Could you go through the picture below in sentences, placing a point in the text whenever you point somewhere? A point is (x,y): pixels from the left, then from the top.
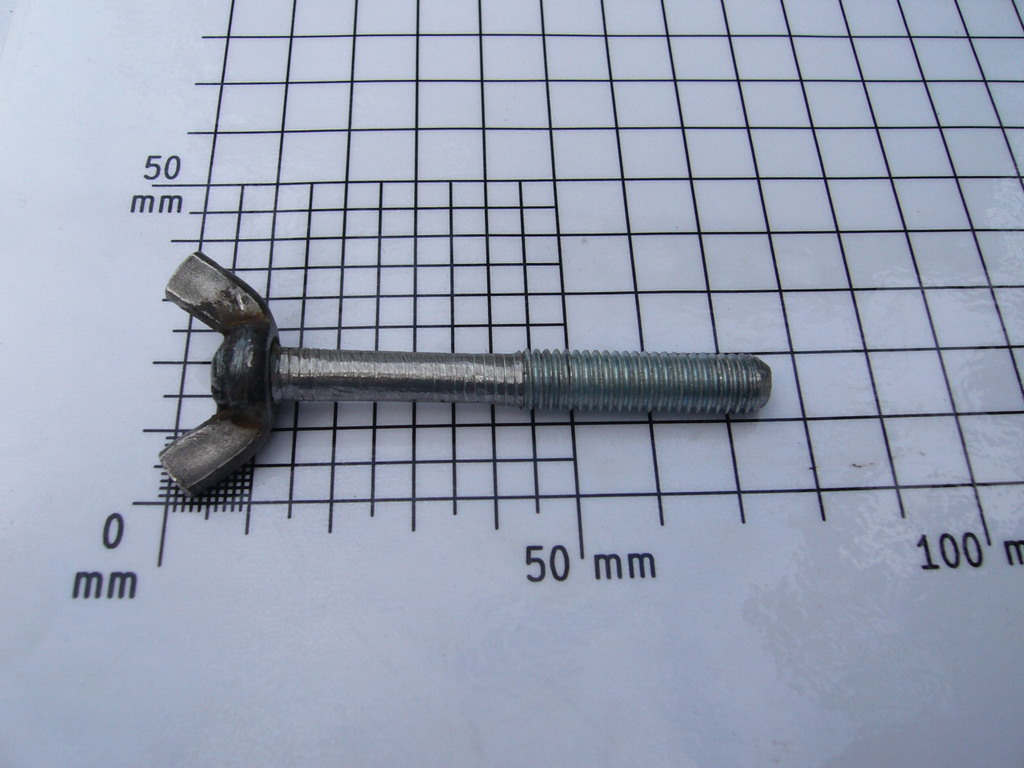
In this picture there is a wing bolt (190,495) on a paper (402,406), in the image.
